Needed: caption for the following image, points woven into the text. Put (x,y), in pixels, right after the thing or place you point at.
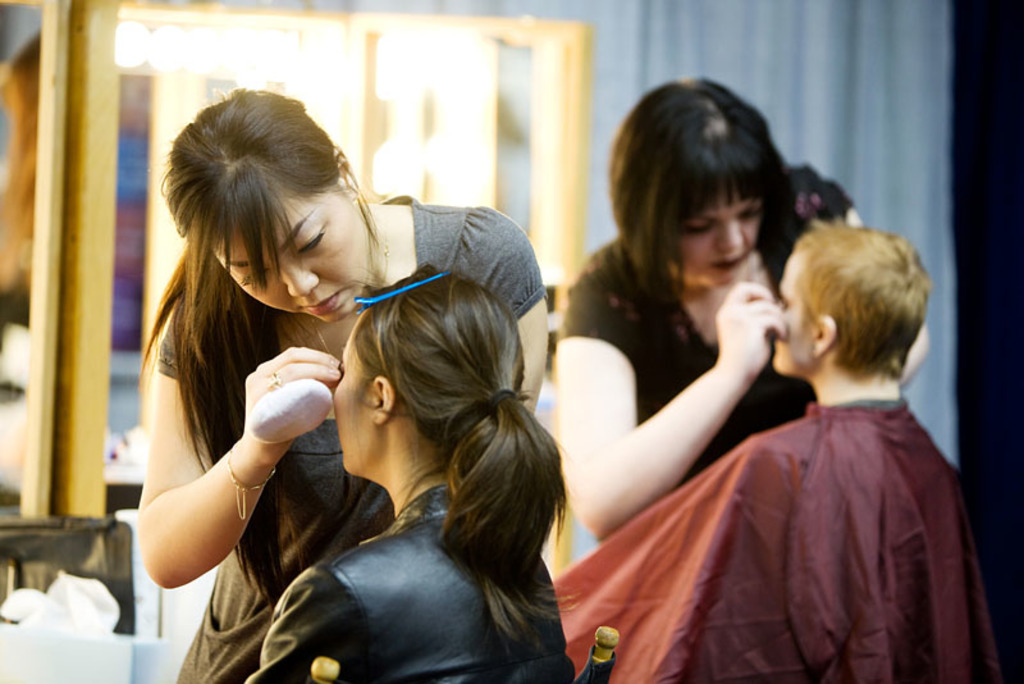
In this image we can see a room (385,183) which looks like a saloon (753,77), there are few people (616,471), two of them (672,556) are sitting and two of them (215,236) are standing and doing makeover to other persons (638,549).
